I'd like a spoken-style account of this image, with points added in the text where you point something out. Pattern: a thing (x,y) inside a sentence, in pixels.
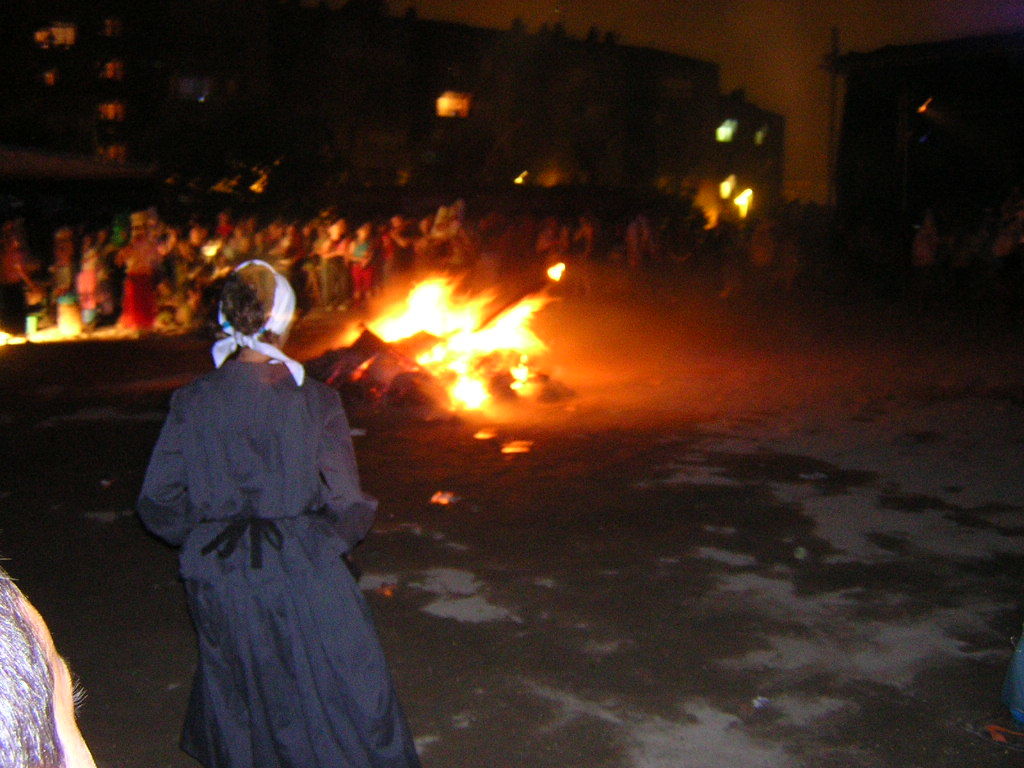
This is a person (237,547) standing. This looks like a fire (479,356). There are group of people (415,235) standing. These are the buildings (684,121) with lighting (442,104).
